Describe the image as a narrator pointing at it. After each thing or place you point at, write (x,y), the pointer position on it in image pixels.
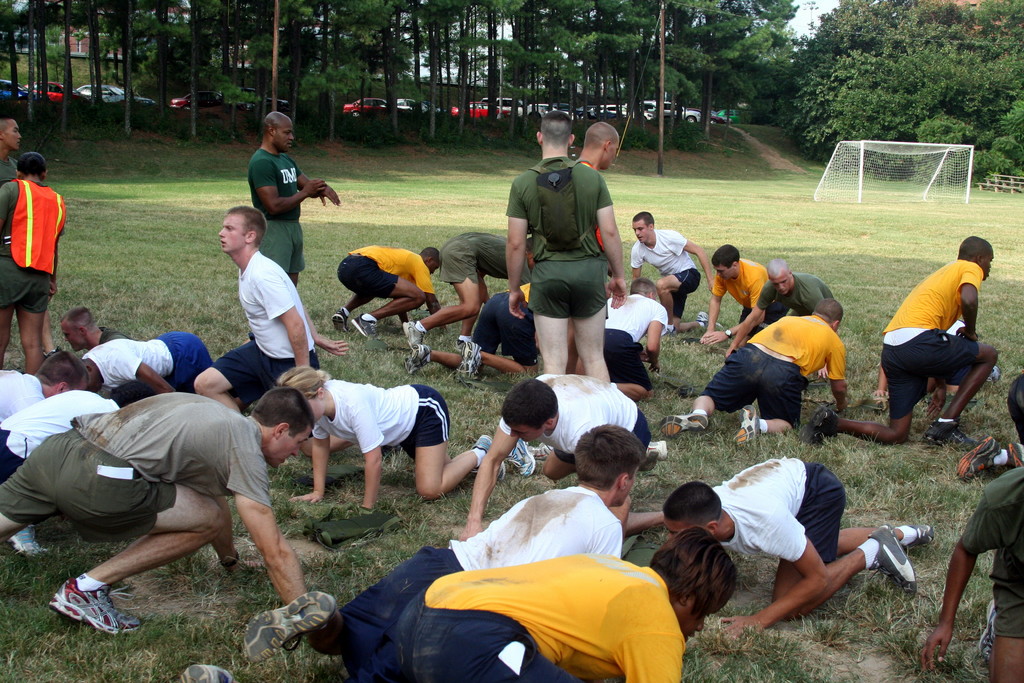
In this image I can see an open grass ground (1006,212) and on it I can see number of people (393,265). I can see most of them are wearing white dress (17,410), few of them are wearing yellow dress (375,250) and few are wearing green. In background (905,191) I can see a goal post (843,200), number of trees (793,62) and number of vehicles (362,106).
